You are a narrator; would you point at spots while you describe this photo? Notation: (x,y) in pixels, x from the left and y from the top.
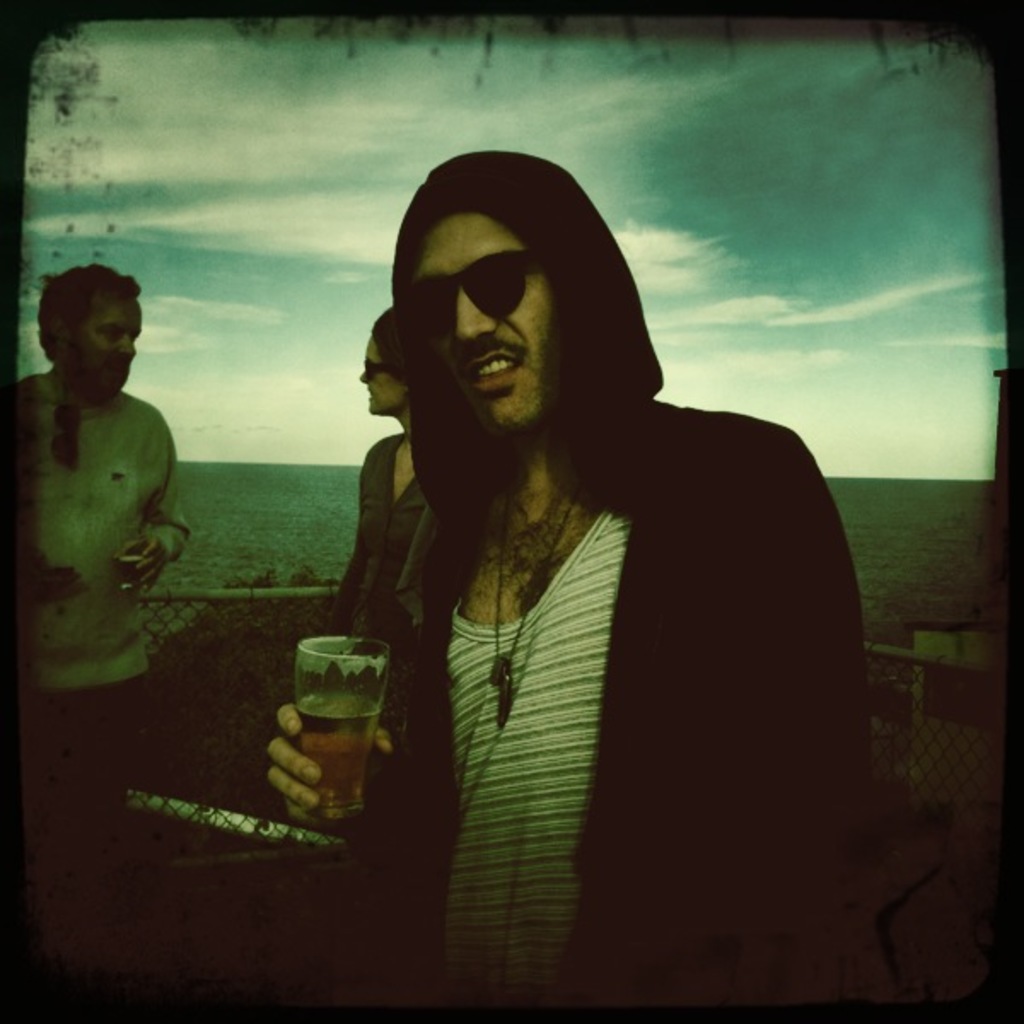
In this image, we can see three people (394,781). Few are holding glasses (363,721) with liquid (363,756) and wearing goggles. Here we can see mesh (154,712), rods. Background (907,605) we can see the sea (259,515) and sky (967,260). It is an edited picture. Borders we can see black color.
